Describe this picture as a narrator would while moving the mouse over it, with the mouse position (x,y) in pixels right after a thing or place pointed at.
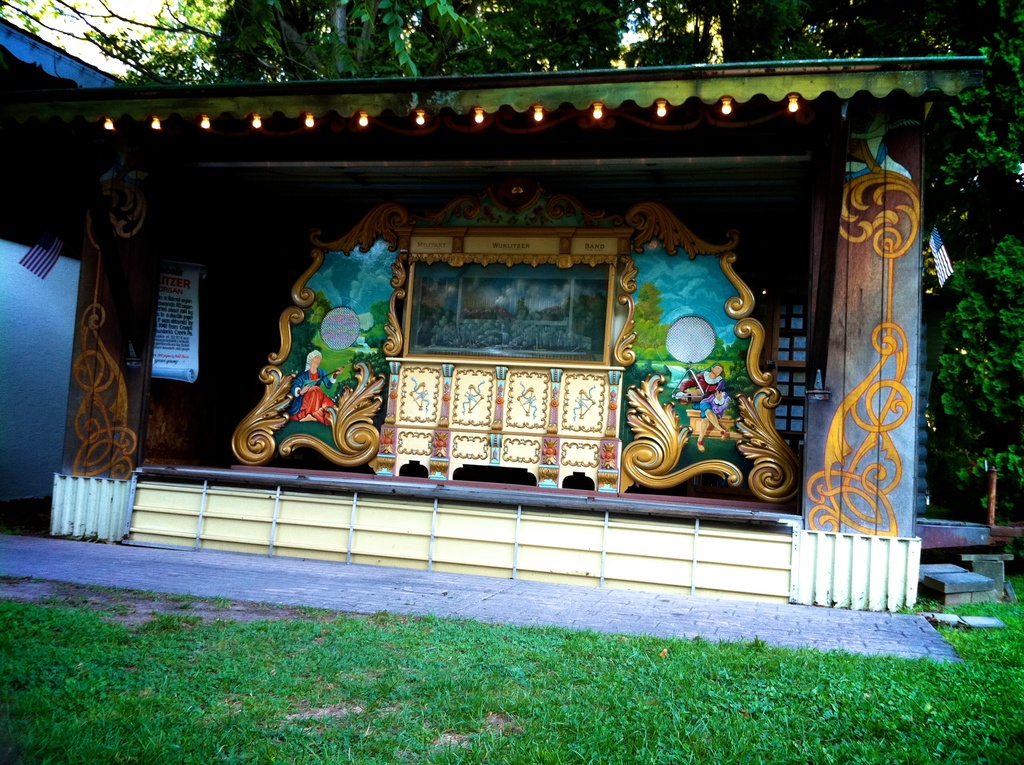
In this image I can see grass (890,696), shed (256,317), house (52,83), board (173,368), lights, metal rods (598,174), photo frames stand (567,390), trees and the sky (72,24). This image is taken may be in the evening.
